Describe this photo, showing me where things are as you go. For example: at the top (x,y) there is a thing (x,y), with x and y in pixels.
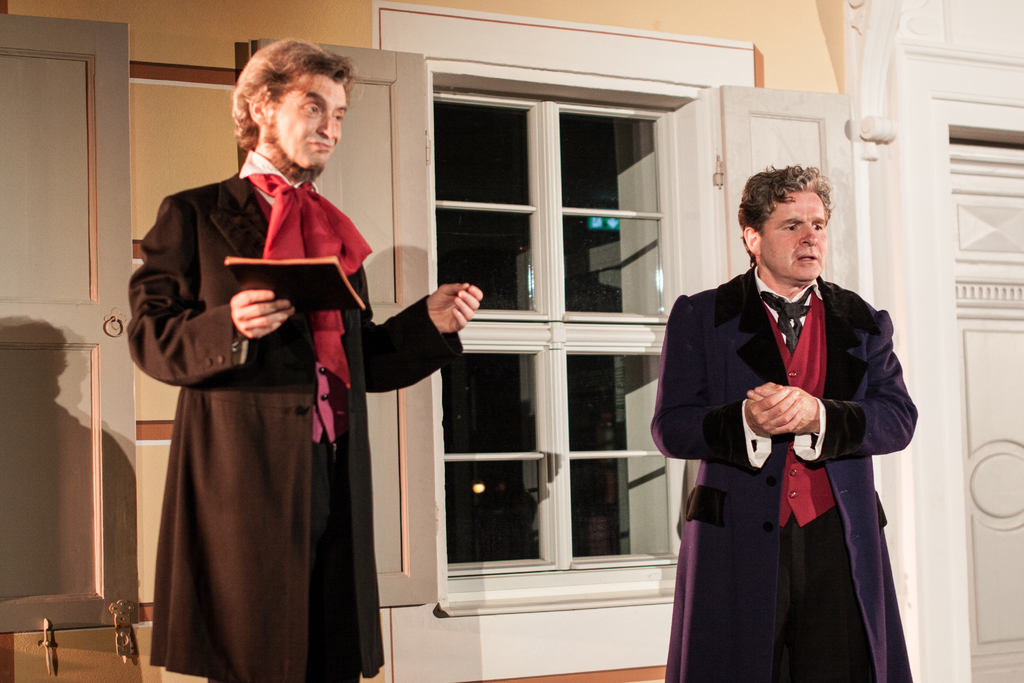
In this image we can see two men (768,530) standing. One man (312,227) is holding a book (301,293) in his hand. In the background (860,160), we can see windows (452,214), door (1006,108) and the wall (802,29).
